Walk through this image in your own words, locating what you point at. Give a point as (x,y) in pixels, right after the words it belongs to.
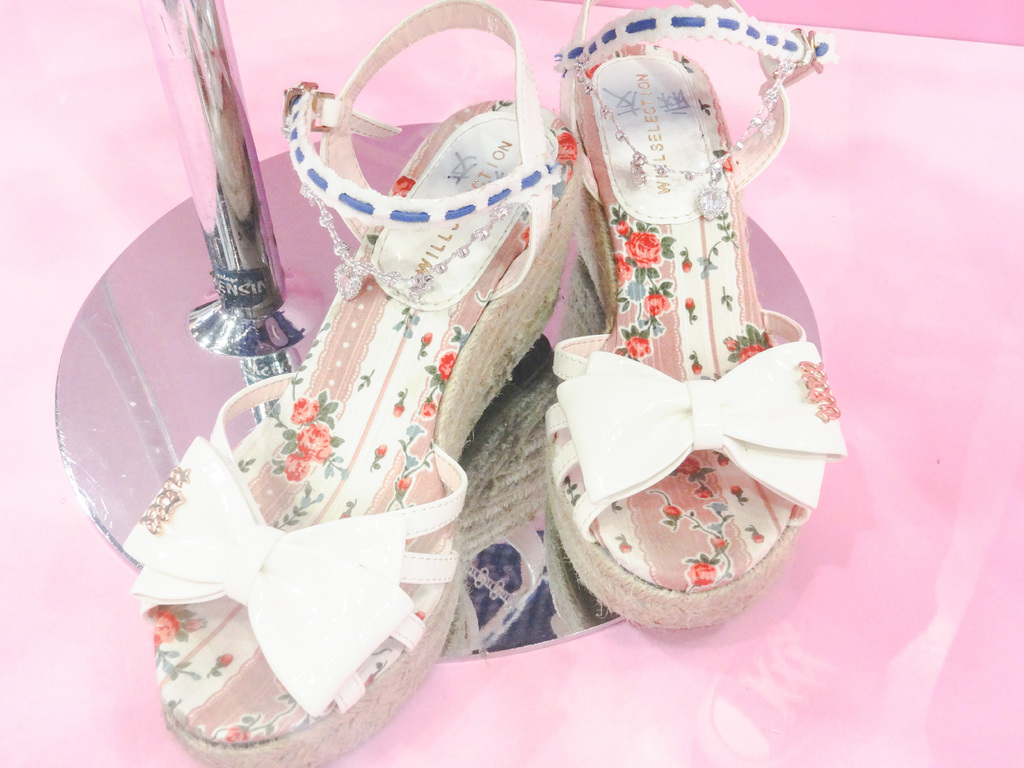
In this image there are sandals (416,262) on the metal stand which is placed on the pink color surface (1021,60).
